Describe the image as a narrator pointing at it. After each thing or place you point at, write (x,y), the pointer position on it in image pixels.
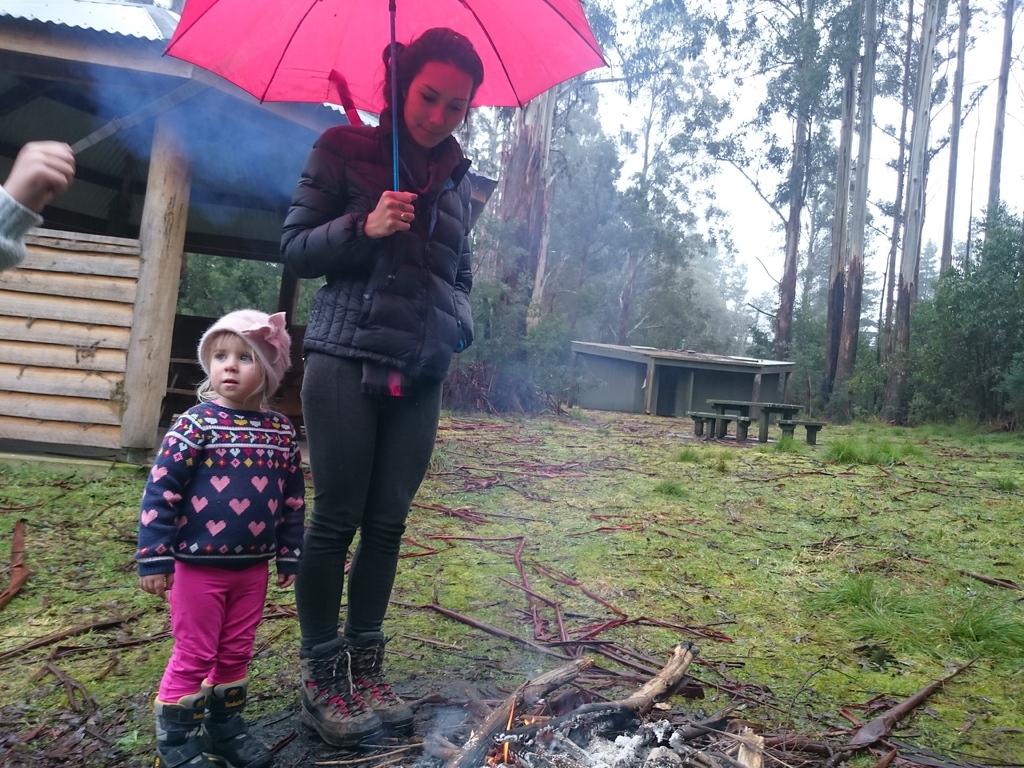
In this picture I can see the fire (575,707) at the bottom (556,708), on the left side (246,437) there is a girl (290,528), beside her a woman (405,73) is standing and also holding an umbrella (375,51). Behind her there is a wooden shed (257,238), in the background (262,280) I can see few trees (683,281) and benches (747,435). At the top (728,128) there is the sky (684,175).
